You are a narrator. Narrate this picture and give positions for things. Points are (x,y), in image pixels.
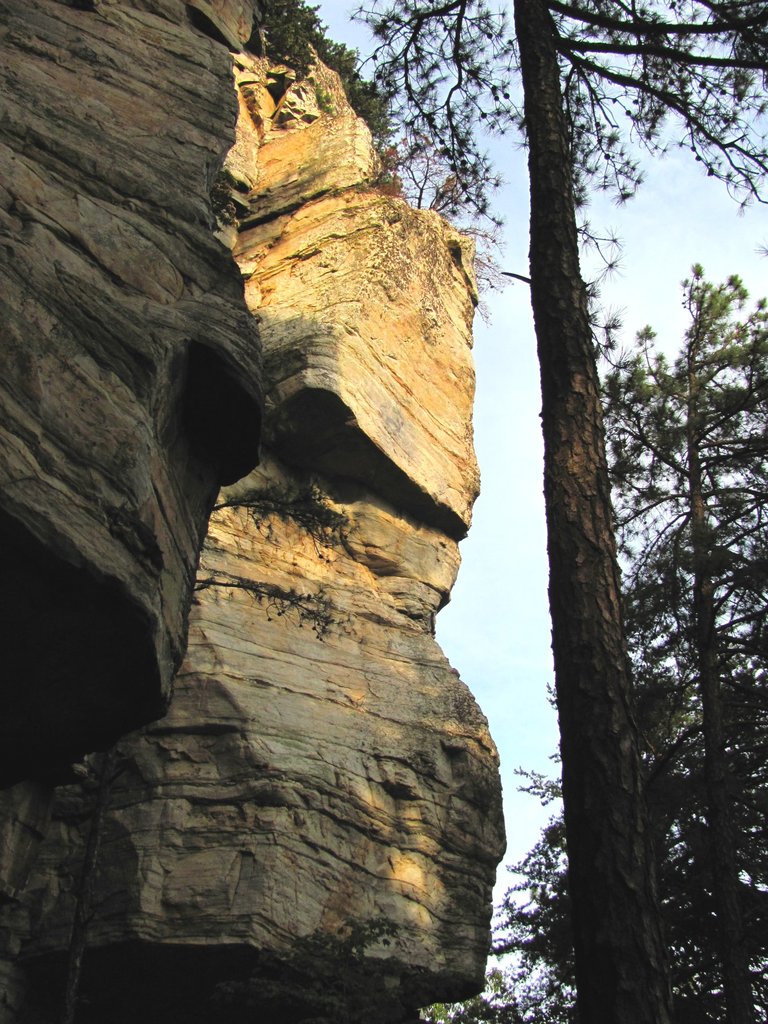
In this image, we can see rocks (292,380), trees (572,307) and there is a sky (653,259) at the top (595,267).
